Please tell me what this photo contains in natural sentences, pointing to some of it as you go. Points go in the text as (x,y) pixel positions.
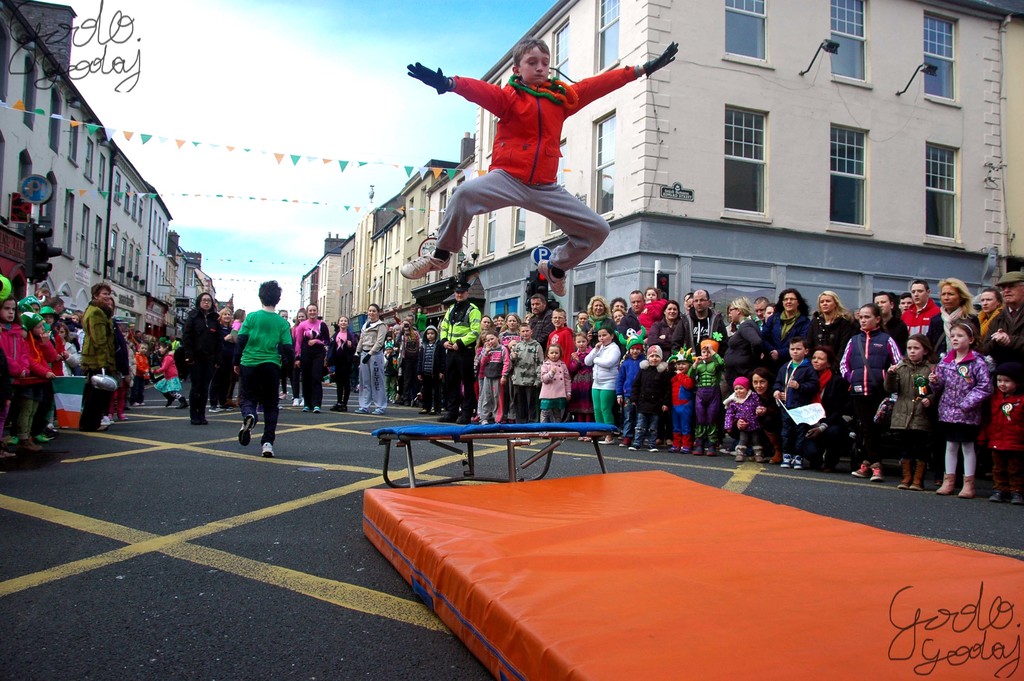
In this image, in the middle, we can see a boy (617,73) jumping. On the right side (846,426) and left side (43,353), we can see a group of people (601,335), building (504,242), glass window (612,56), street light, flags (55,117). In the background (396,327), we can see a group of people (263,359), flags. At the top (359,35), we can see a sky (361,69) which is a bit cloudy, at the bottom (409,492), we can see an orange color mat (586,566), trampoline (488,428) and a road (201,551).
